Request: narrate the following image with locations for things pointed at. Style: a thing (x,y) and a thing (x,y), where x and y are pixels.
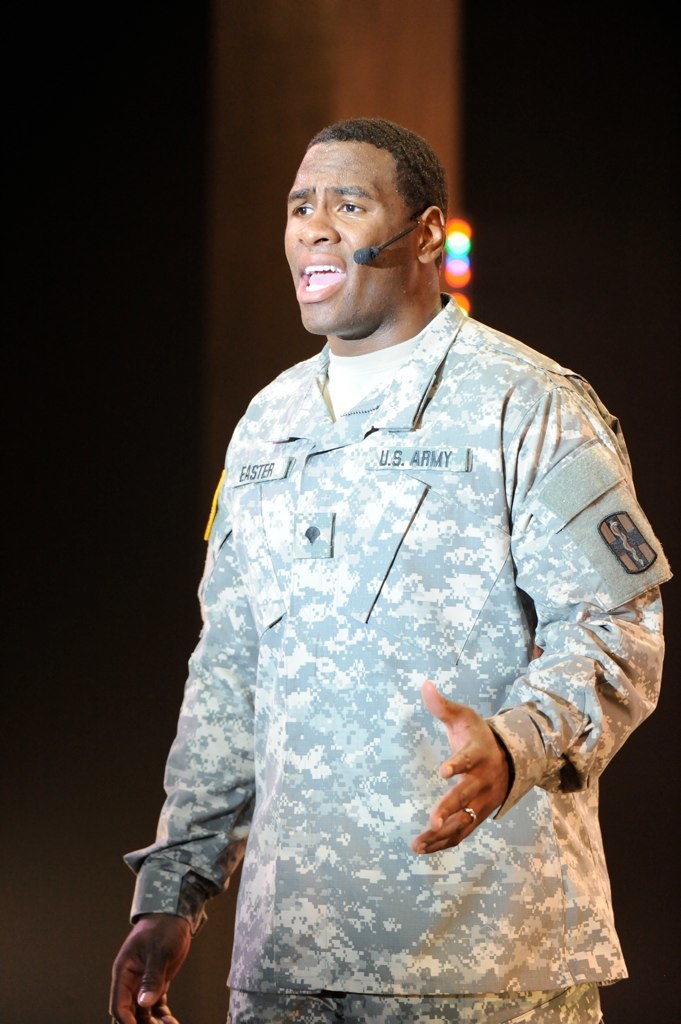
In the picture we can see a man (301,796) standing on the floor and he is in army uniform (374,768) and talking something in the microphone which is in his ear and behind him we can see a wooden pillar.
